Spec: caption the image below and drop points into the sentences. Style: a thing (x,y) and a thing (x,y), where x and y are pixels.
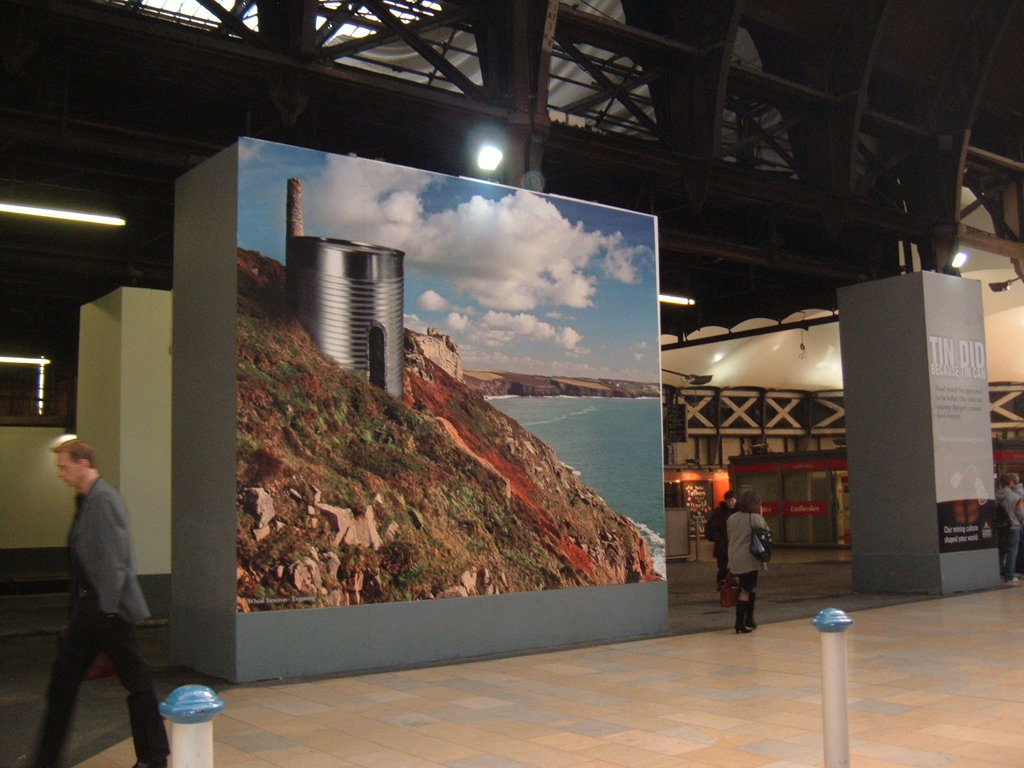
In this image we can see a few people (1012,489), there are boards (651,571) with images (638,393) on it, which are on the wall (642,599), there are lights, poles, there are pillars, and the roof (718,23).
